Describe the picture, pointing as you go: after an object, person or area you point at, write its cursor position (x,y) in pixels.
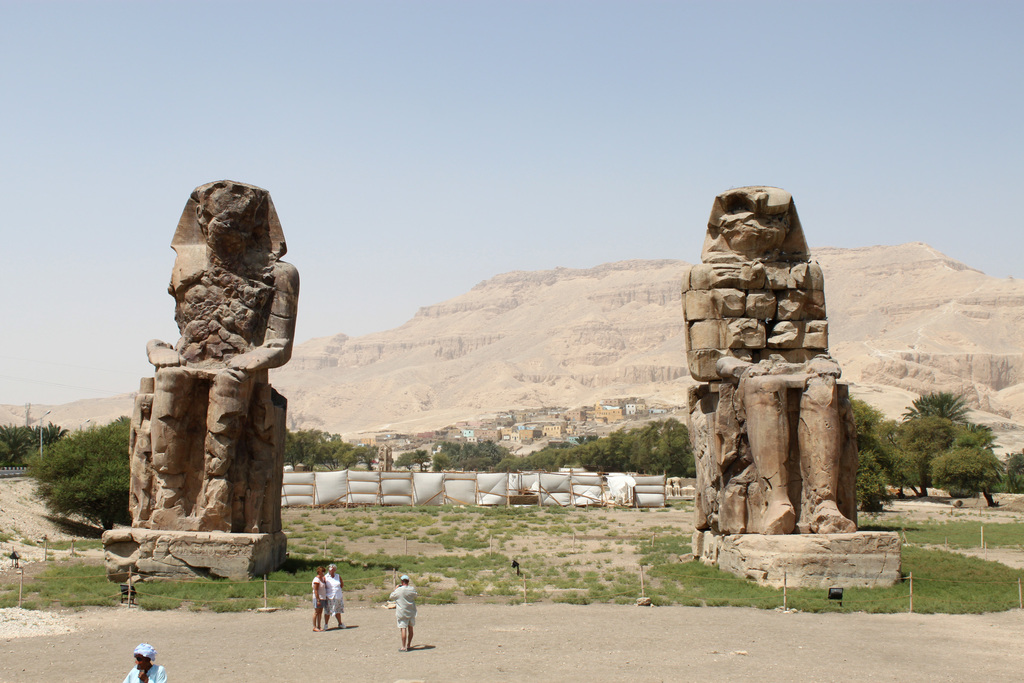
In this image we can see sky (365,95), hills (550,275), sculptures (142,405), trees (121,447), ground (225,636), grass (696,570) and poles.
